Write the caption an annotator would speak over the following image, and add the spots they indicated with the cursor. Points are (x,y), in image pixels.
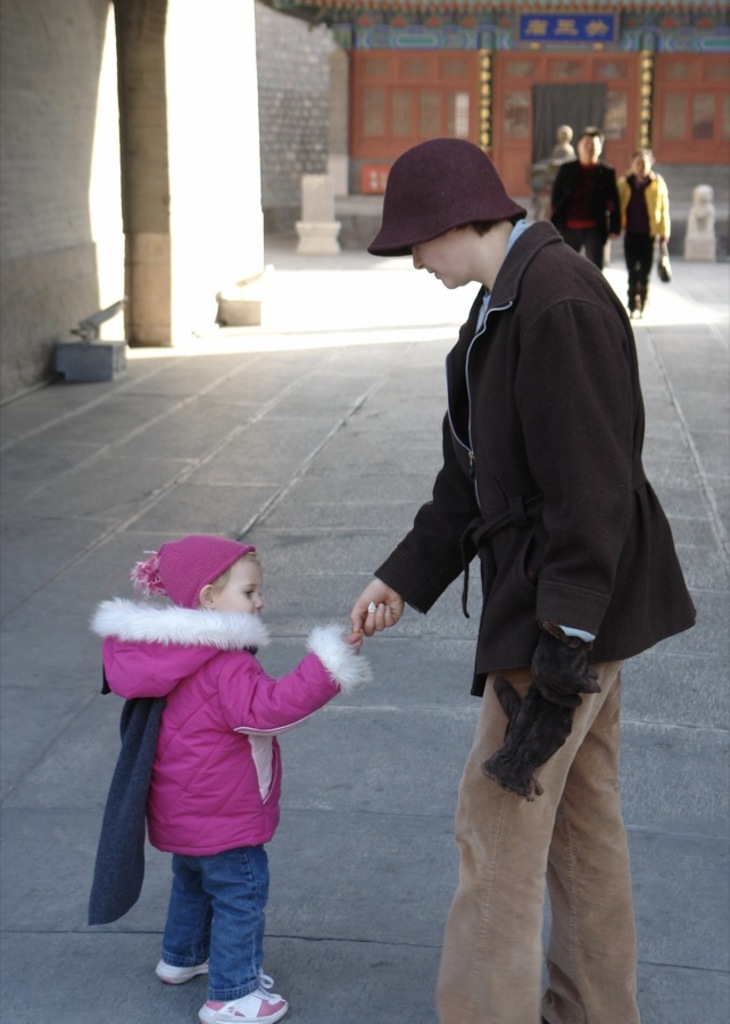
In this image I can see a person (477,420) holding a baby hand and baby (315,649) wearing a pink color sweater (124,680) and standing on floor (361,861) and I can see the wall (11,160) and building (568,78) and persons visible in the background (482,143).
